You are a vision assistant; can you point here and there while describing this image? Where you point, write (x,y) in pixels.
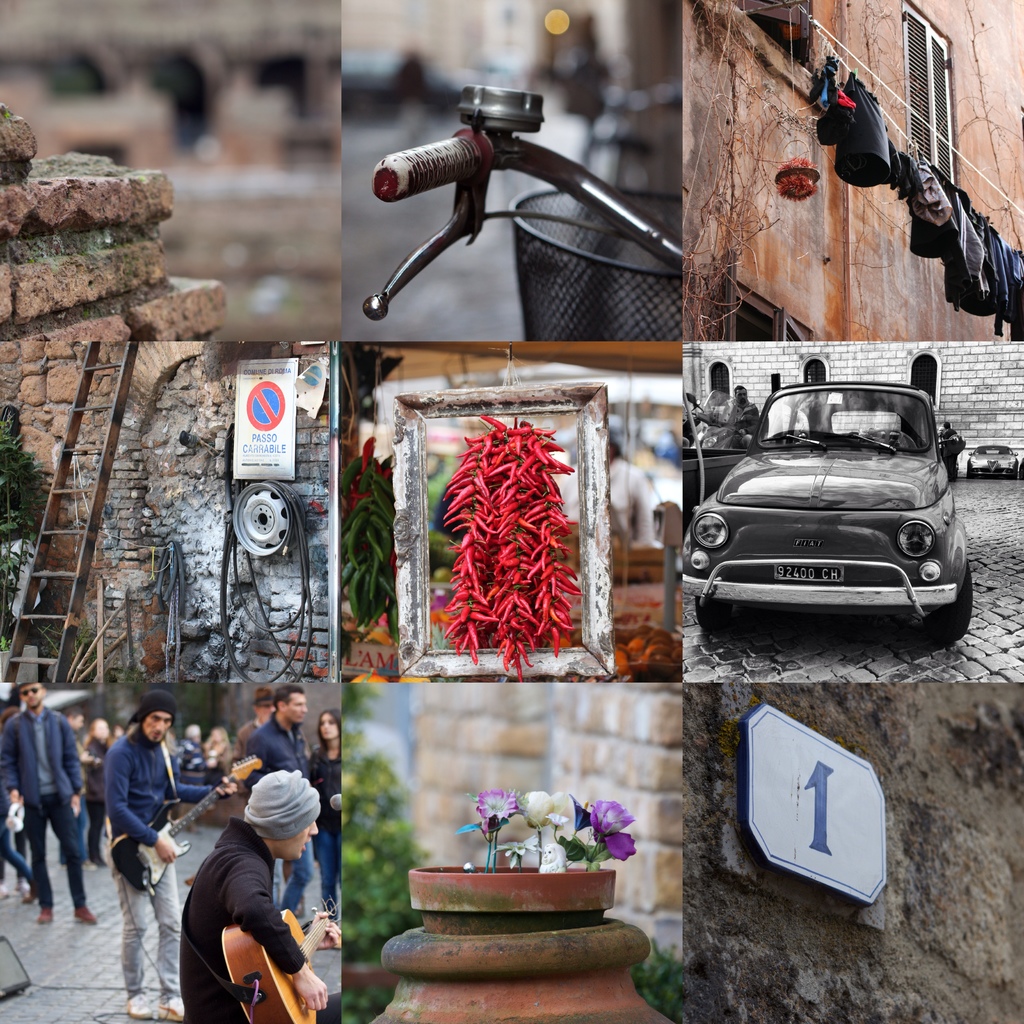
In this picture there are multiple pictures. In one picture we can see cycle bell (500,116). And some clothes (854,160) are hanging. A car (813,514), ladder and some people (243,909) are playing guitar (209,804). Flower pot (541,886) and a number board (787,826).
